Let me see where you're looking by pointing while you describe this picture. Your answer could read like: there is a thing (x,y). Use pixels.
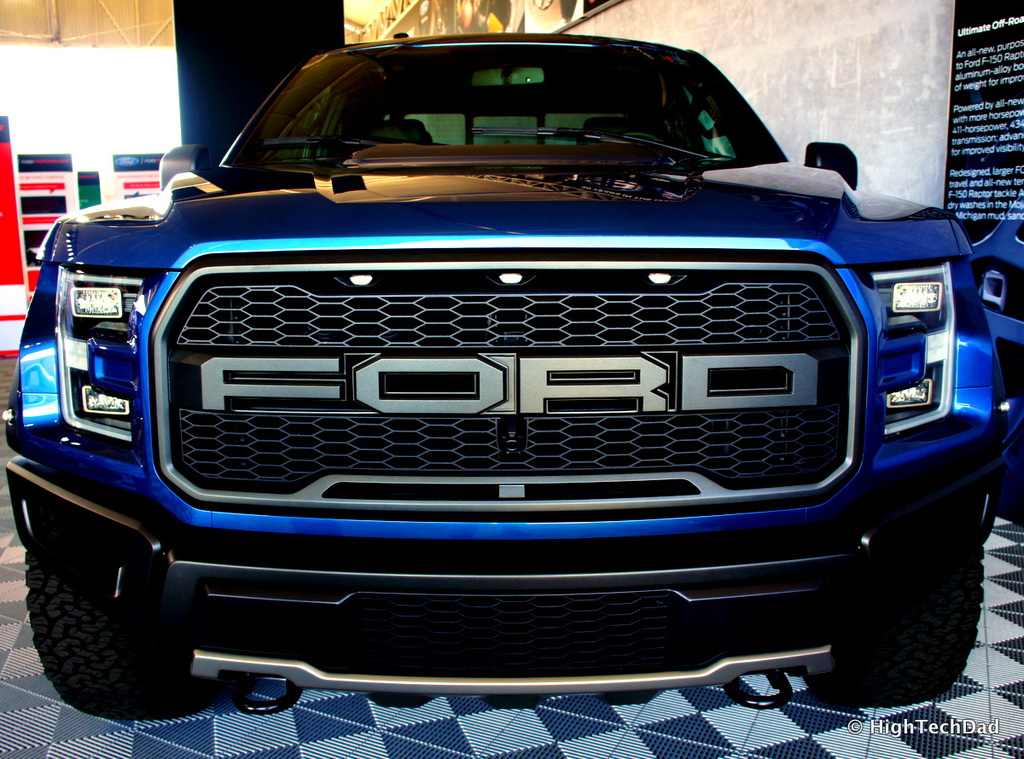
In this picture I can see a vehicle (779,379), and in the background (715,49) there are banners (500,3), board (989,219) attached to the wall (848,41) and there is a watermark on the image.
